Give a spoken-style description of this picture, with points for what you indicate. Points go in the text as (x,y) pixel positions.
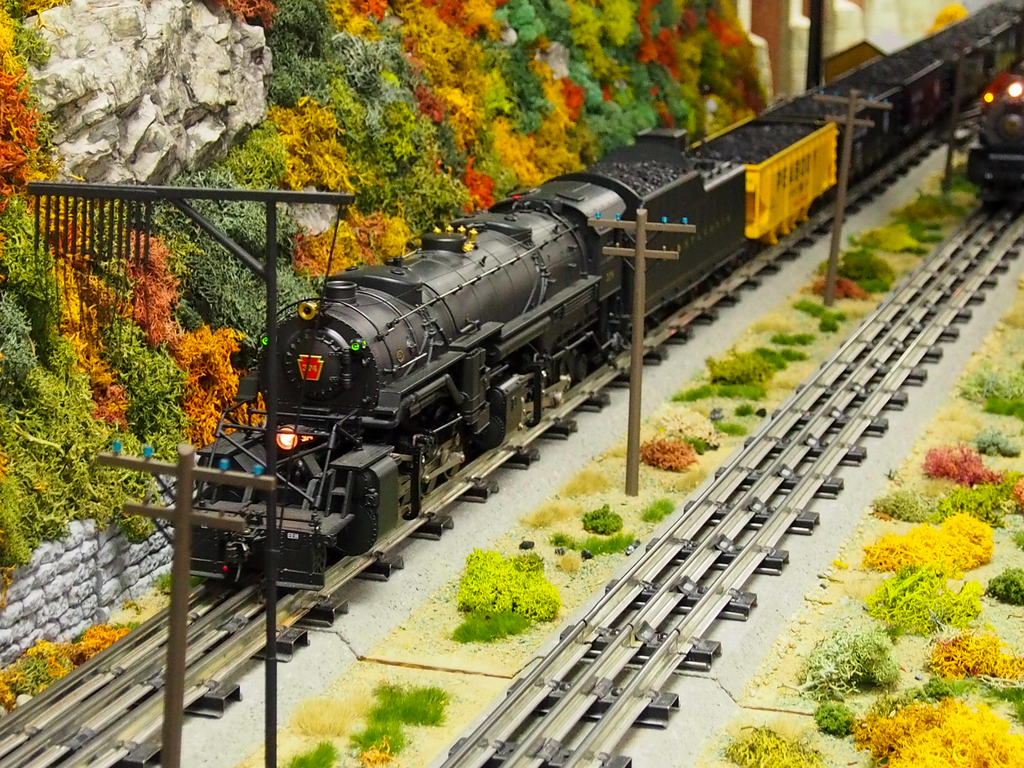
In this picture I can see toys (823,140), there are two trains (748,246) on the tracks (648,559), there are poles (816,62), plants (163,270).
